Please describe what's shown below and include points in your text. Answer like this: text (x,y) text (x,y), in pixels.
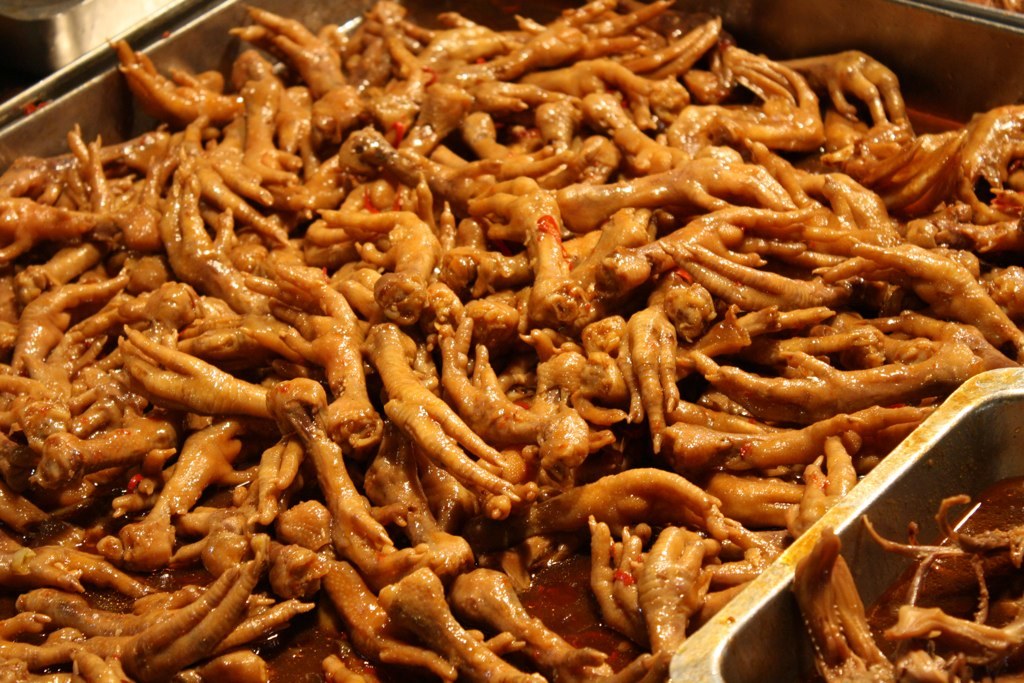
In this picture we can see legs (392,330) of birds (608,385) in the bowls (242,4).
